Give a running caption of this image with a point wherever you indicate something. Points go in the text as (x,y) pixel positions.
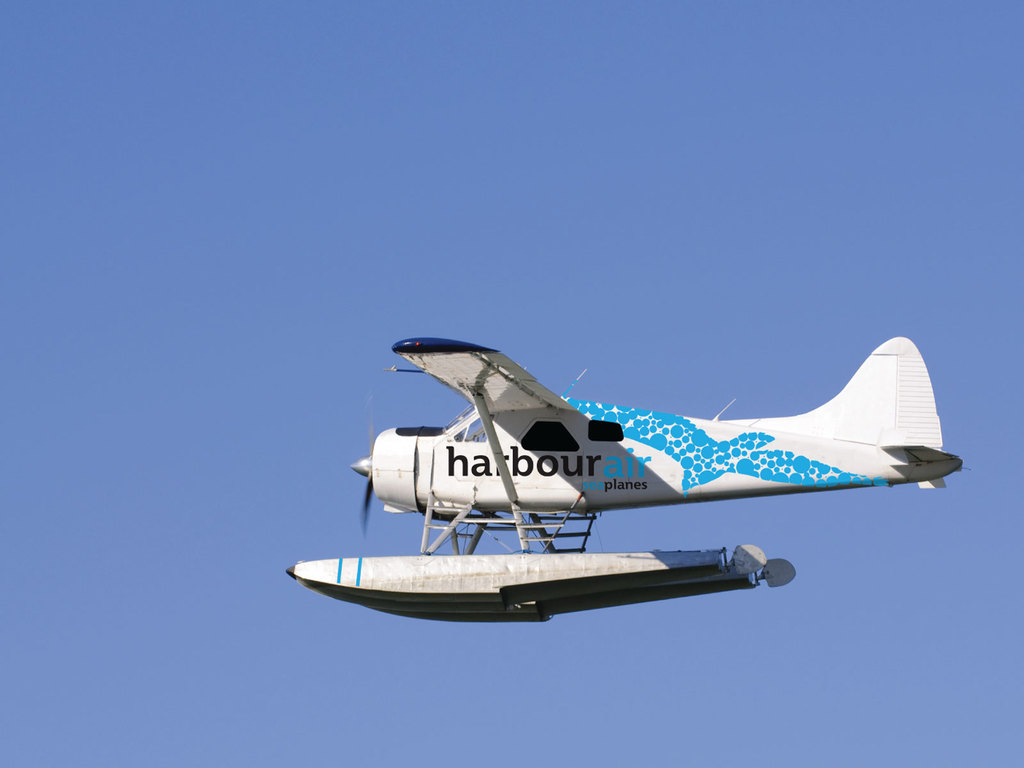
In this image we can see there is an airplane (561,506) in the sky (491,337).
